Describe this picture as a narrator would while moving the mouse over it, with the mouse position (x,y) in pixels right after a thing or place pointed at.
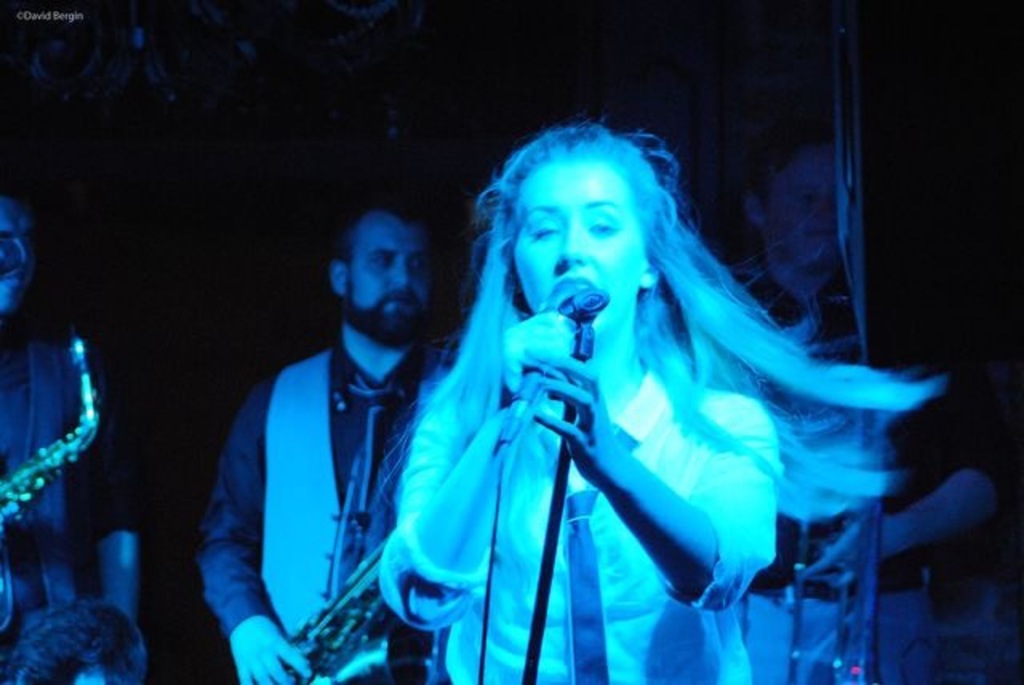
This image consists of some persons (226,476). They are playing musical instruments (361,575). In the front (492,376) there is a woman (645,462), she is holding mic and singing something.
